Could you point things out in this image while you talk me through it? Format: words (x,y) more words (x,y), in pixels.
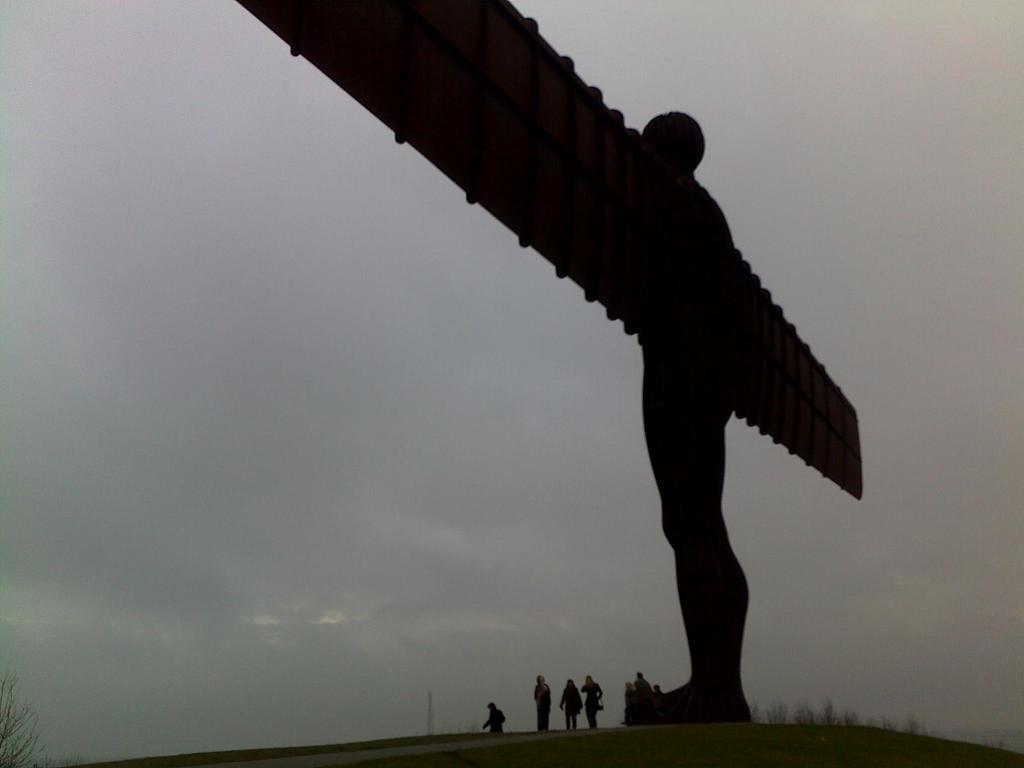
In this picture in the middle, we can see a statue (701,624) and group of people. On the left corner (52,765), we can see some plants (35,765). On the top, we can see a sky (348,509) which is cloudy, at the bottom (796,716) there are some trees (826,716) and grass (708,739).
